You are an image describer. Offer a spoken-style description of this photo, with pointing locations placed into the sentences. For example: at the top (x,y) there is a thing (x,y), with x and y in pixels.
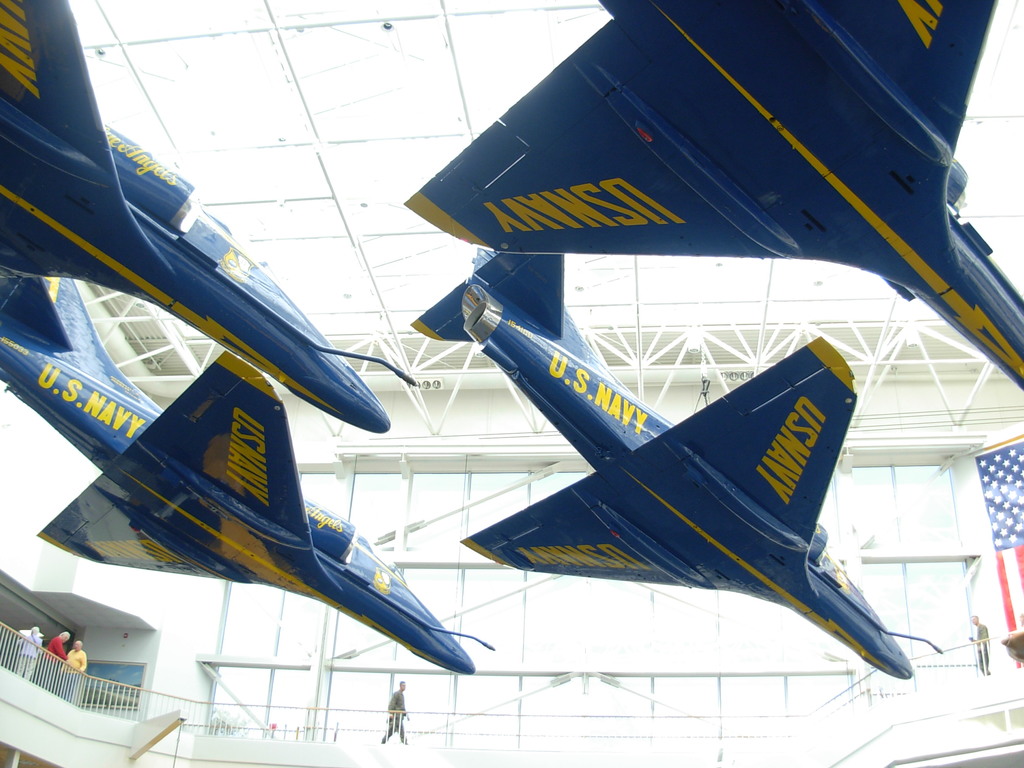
In this image in the front (484,217) there are airplanes (515,294) with some text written on it. In the background (35,681) there is a railing (90,689) and behind the railing (64,676) there are persons (69,663) standing and walking and there is a wall (180,603) and there is glass (746,638) on the windows (591,595).
